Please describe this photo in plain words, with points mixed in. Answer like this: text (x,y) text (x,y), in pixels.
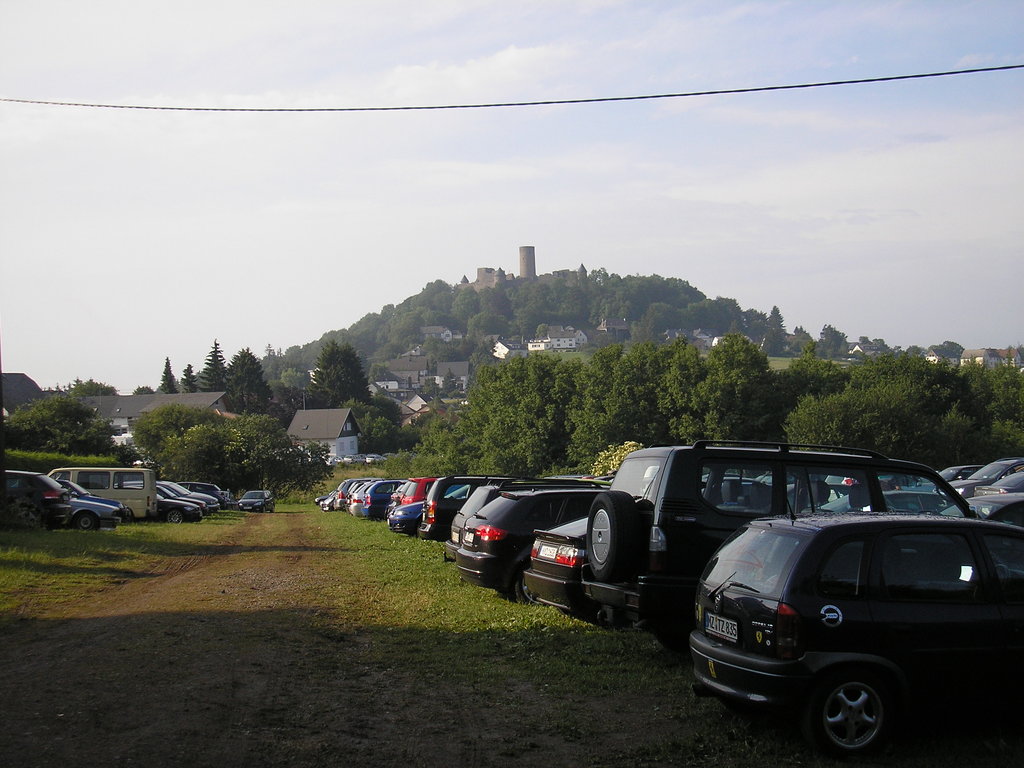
In this image there is a ground (255,570) on which there are so many cars (472,536) parked on it. In the background (510,391) there are trees (546,394). At the top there is a hill (524,314) on which there are so many houses (522,341) and trees (412,305). At the top (355,186) there is the sky (362,180). There is a wire (891,79) in the air (678,112).
